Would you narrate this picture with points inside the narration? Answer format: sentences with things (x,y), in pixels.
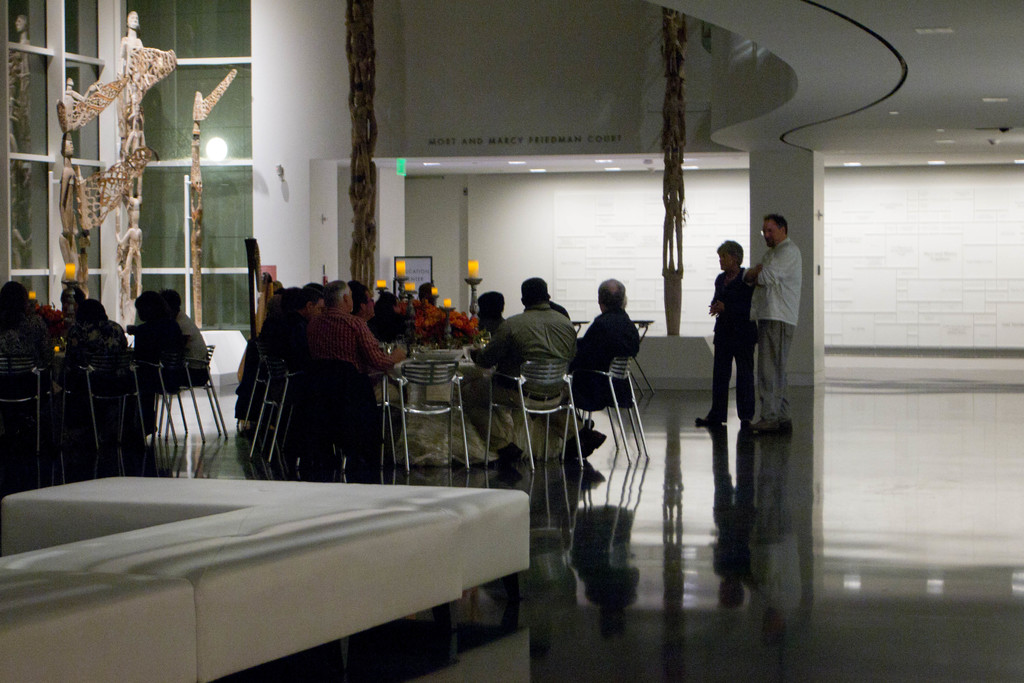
In this image I can see group of people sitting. In front I can see two persons (736,291) standing and the person (798,294) at right (788,287) is wearing white shirt (782,284), gray pant (775,345). Background (271,144) I can see few statues (199,165) and I can also see few glass windows (211,231) and the wall (476,83) is in white color.
